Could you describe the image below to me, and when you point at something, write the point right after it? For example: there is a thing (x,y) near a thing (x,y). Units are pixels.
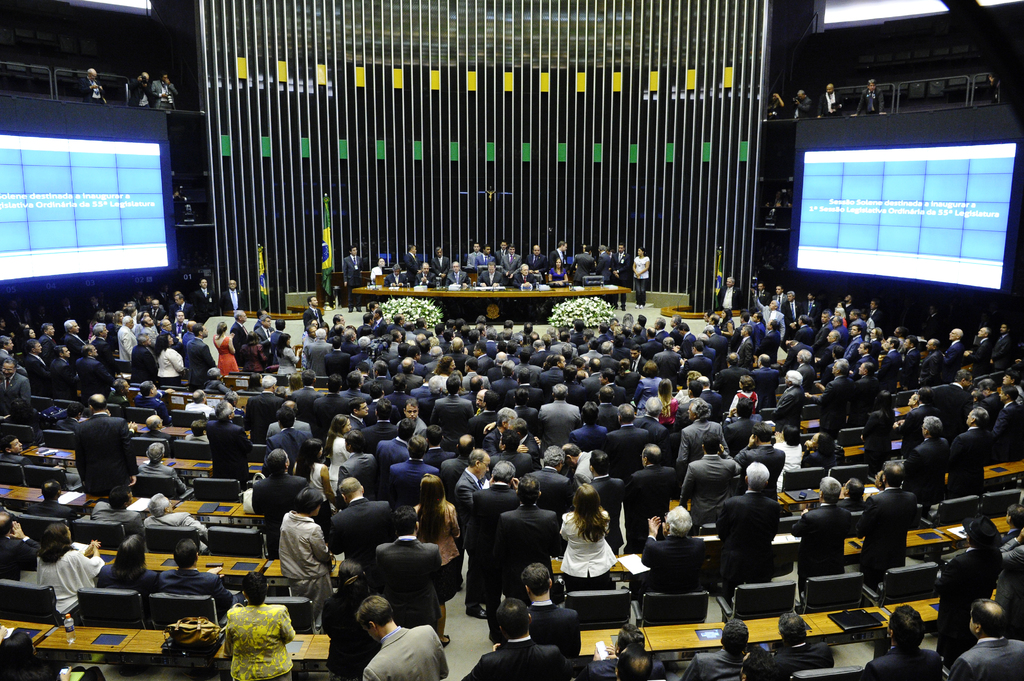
In the middle of the image (505,266) few people (3,649) are standing, sitting and we can see some tables (32,649), on the tables (520,310) we can see some books (76,502), bottles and laptops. At the top of the image (595,50) we can see wall (420,54) and screen (983,206).
